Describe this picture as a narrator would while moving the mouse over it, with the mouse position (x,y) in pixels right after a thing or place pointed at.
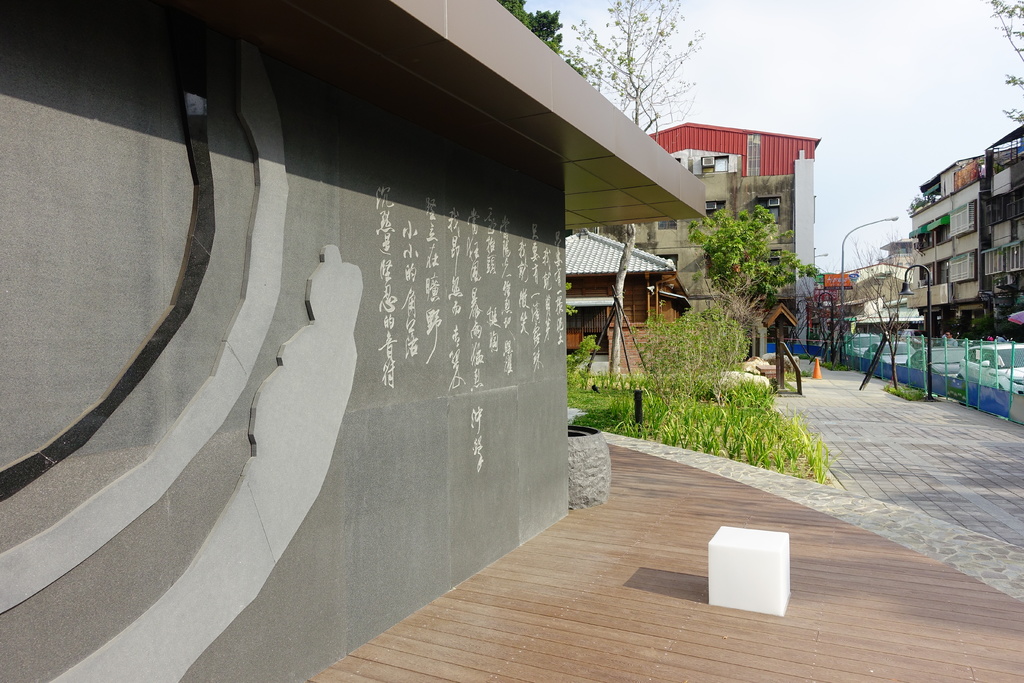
The picture is clicked outside a city (949,303). In the foreground of the picture (387,366) there are plants (768,423), grass (721,425), pavement (857,373) and wall (354,430), on the wall (350,368) there is text (520,274). In the center of the picture (641,317) there are trees (814,314), streetlight (840,268), buildings (978,296), cars (901,345) and people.
